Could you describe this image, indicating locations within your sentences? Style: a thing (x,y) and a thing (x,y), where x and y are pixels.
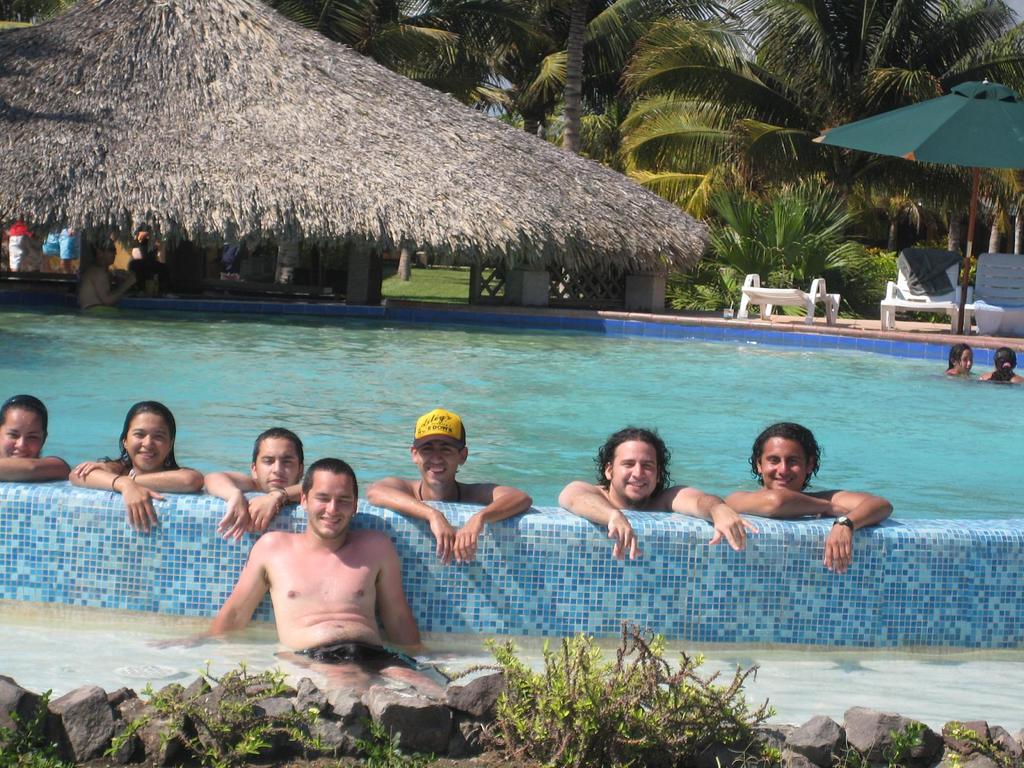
In the foreground of the picture (578,724) there are stones (455,729), plants (522,668), pool (524,637) and a group of people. In the center of the picture (468,408) there is a swimming pool (899,380). In the background (753,296) there are palm trees (685,74), grass (421,277), thatched hut (509,269), beach chairs (828,303), umbrella (979,150) and people (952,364). On the right (970,359) there are two women (968,354) in the pool (979,391).
